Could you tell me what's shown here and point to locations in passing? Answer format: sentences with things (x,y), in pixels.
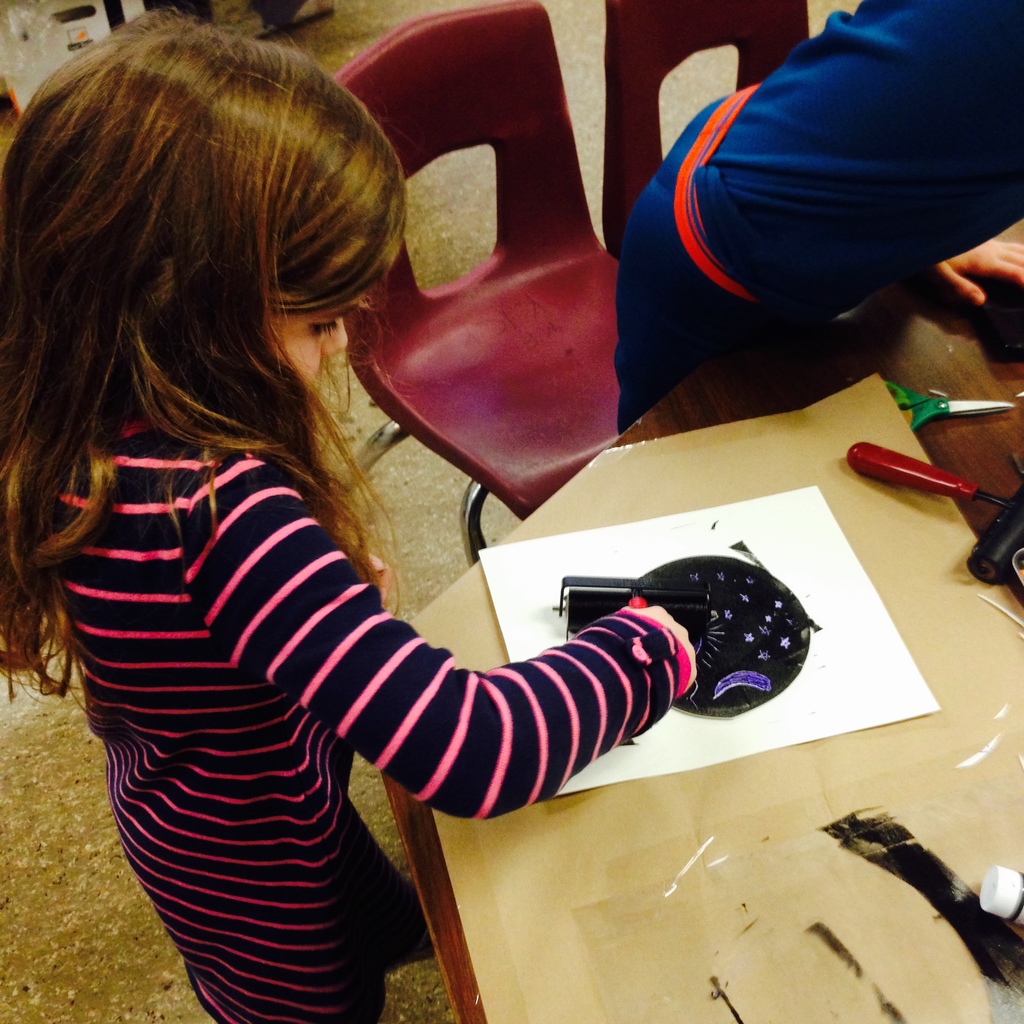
In this image we can see a children (143,603) standing. On the table (768,845) there is a paper (821,698), scissor (921,410) and there is a chair (477,315).
